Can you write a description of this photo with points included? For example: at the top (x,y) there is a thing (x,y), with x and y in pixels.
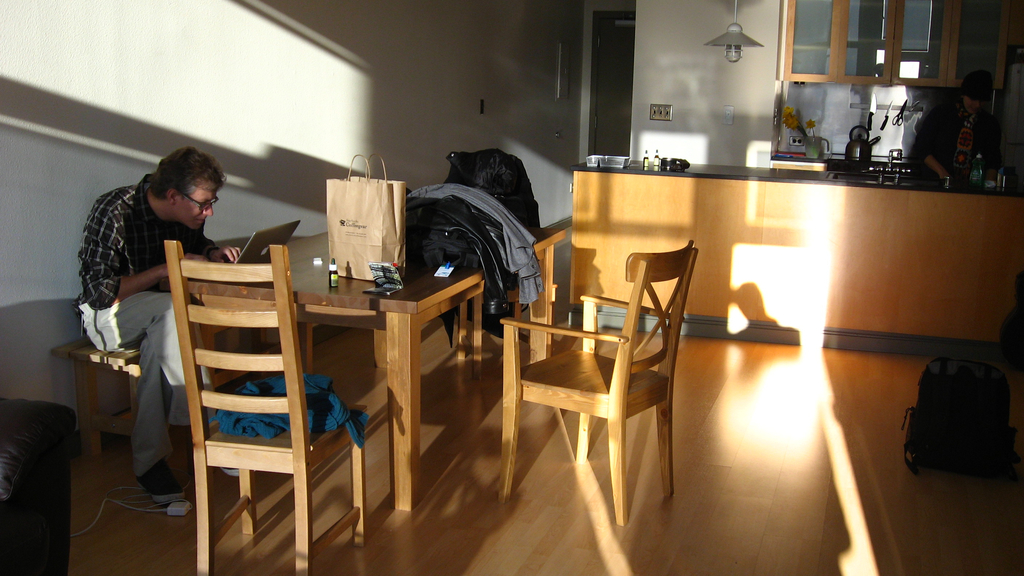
In this picture there is a man (156,396) sitting on a bench (119,356), there is a table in front of him and he is operating a laptop (253,252), there is a bag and couple of clothes (506,228) and there are some empty chairs (188,261) over here.
